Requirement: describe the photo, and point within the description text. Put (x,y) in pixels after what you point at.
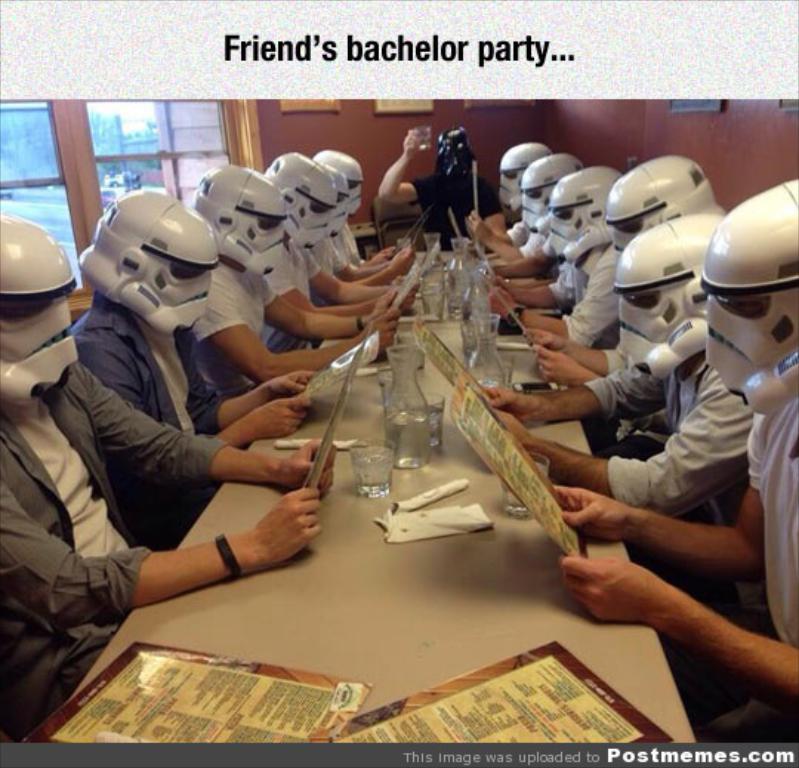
In this picture I can see number of people (308,216) who are sitting and I see a table (368,431) in front of them, on which there are glasses (364,472) and few papers (408,530) and I see that all of them are wearing helmets (568,229), which are of black and white in color and I see that few of them are holding papers (499,438). In the background (292,126) I see the wall (756,188) and on the left side of this image (105,144) I see the windows (113,154).
